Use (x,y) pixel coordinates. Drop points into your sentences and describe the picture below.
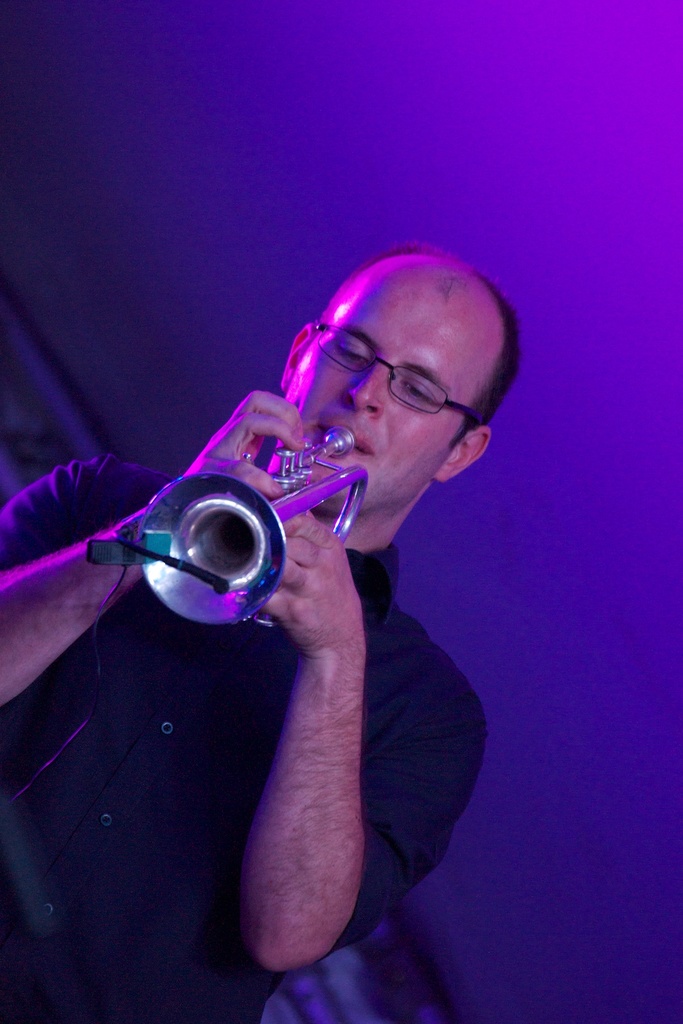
In this image we can see a person (294,713) holding a trumpet (317,461) in his hands (303,578), we can also see a microphone (140,560) with a cable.
